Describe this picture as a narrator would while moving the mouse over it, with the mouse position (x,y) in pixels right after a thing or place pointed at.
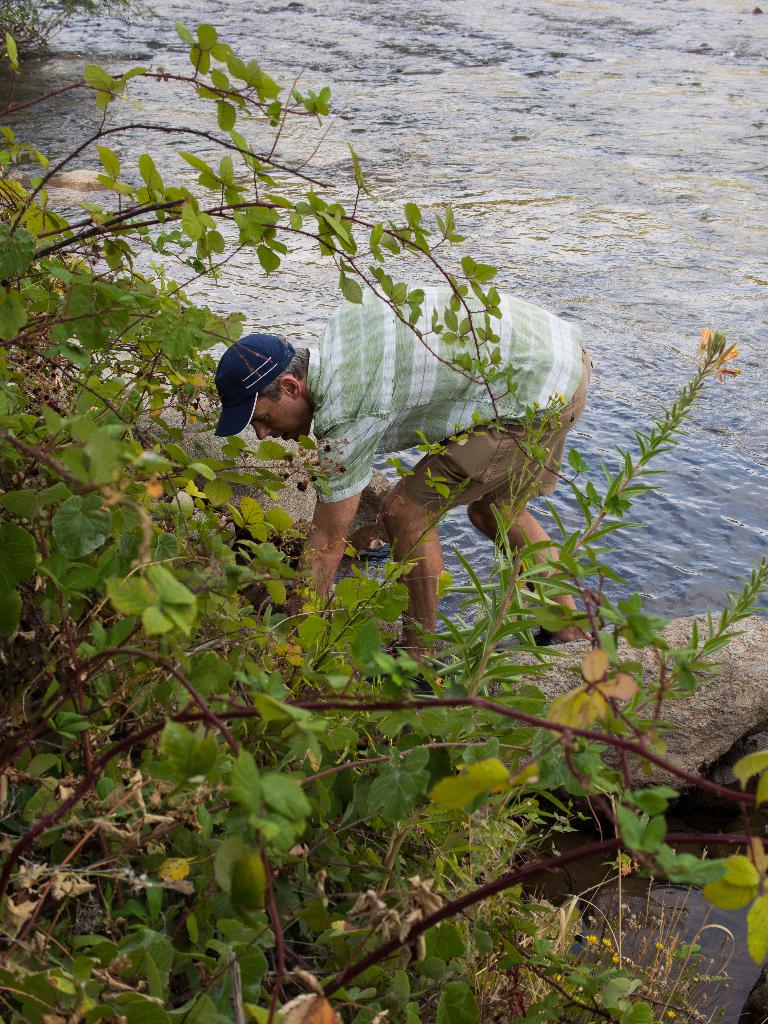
In this picture we can see trees (187,513), rocks (649,714), water (602,164) and a man (454,422) wore a cap (242,399).
